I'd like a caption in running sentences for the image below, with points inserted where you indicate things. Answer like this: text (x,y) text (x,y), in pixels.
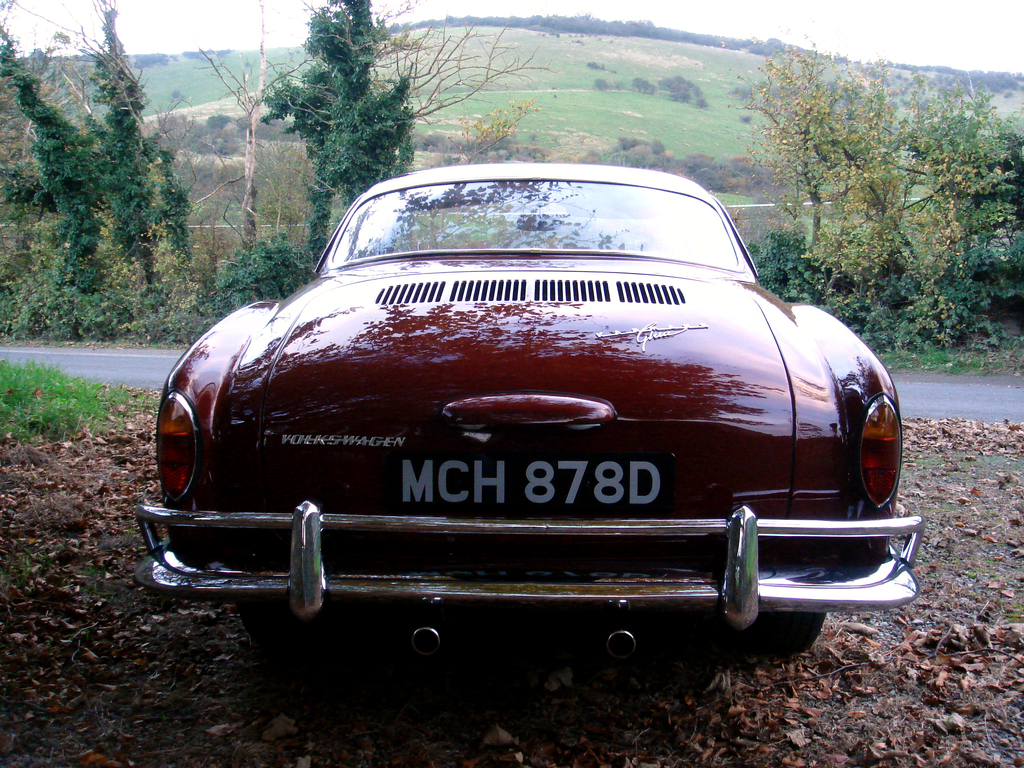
We can see red car (776,637), leaves (249,721), grass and road (129,363). In the background (137,327) we can see trees (345,171), plants (727,185), hill (606,139) and sky (886,43).
